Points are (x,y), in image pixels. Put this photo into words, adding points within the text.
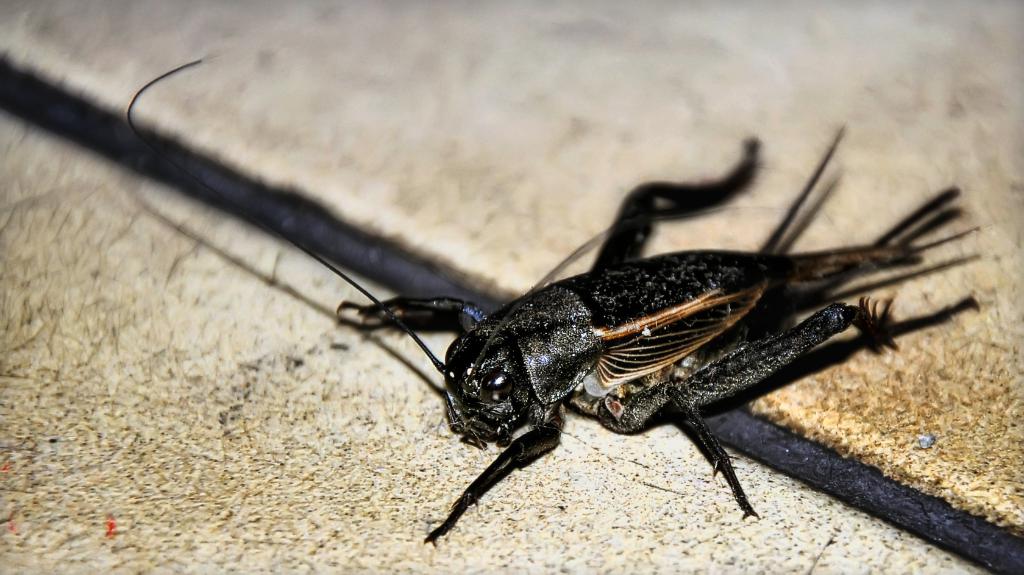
In this picture, we see an insect (631,328). It is in black color. Beside that, we see a black pipe (360,262) or a rod (177,139). In the background (493,232), it is white in color and it might be a wall (410,467). This picture is blurred in the background (481,141).
